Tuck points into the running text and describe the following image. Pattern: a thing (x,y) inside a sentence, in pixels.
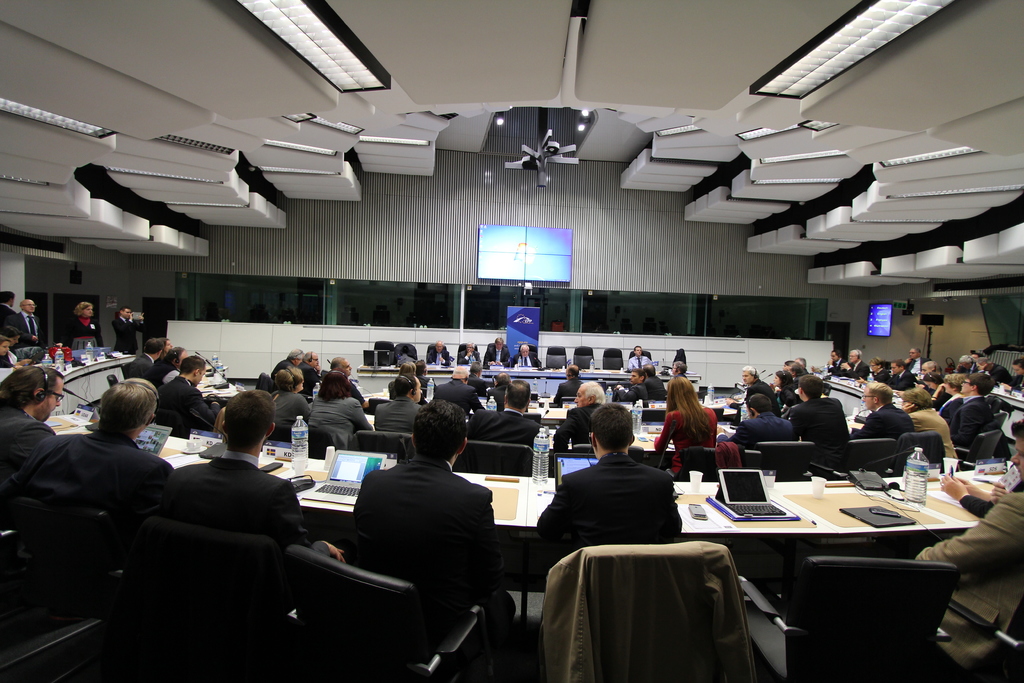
In this image there are group of people (929,418) who are sitting in front of them there are tables (313,470) and on that table (288,468) there are laptops (345,479), bottles (307,456), papers (184,455) are there and in front of them there is another table (370,370) and chairs (413,351) are there and on the top of the image (425,81) there is one ceiling (424,41) and one monitor (534,244) is there in the middle of the right corner (960,337) there is one wall (940,333).
